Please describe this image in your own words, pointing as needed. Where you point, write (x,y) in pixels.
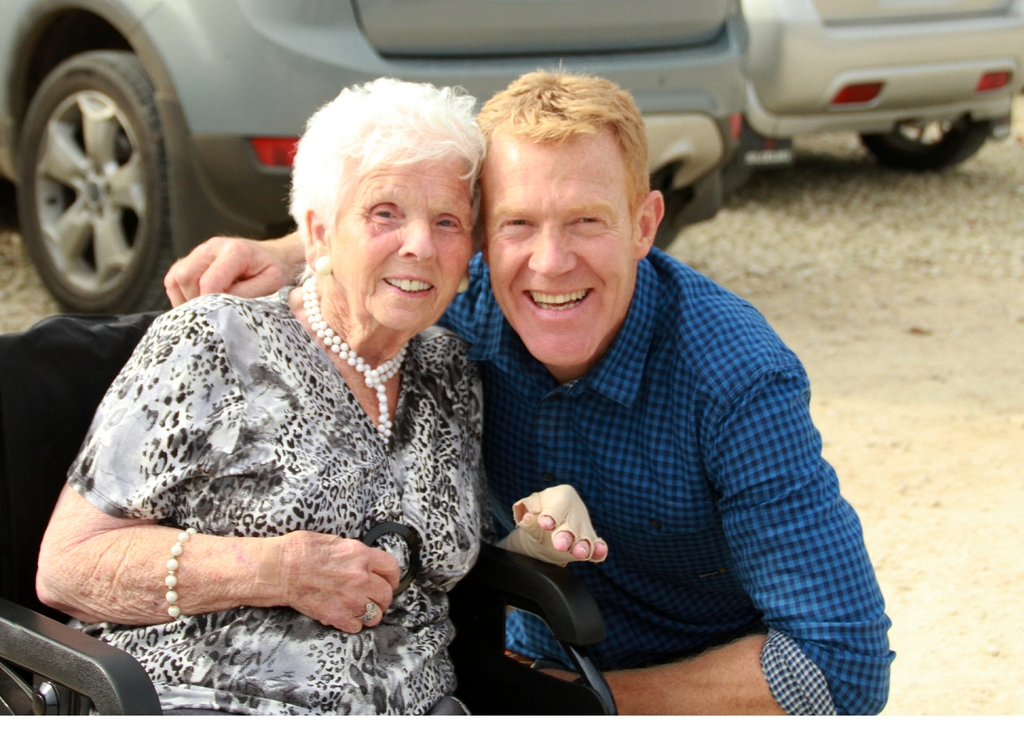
In this image in the front (516,354) there a persons (486,380) smiling. In the background (454,74) there are cars (563,64).
